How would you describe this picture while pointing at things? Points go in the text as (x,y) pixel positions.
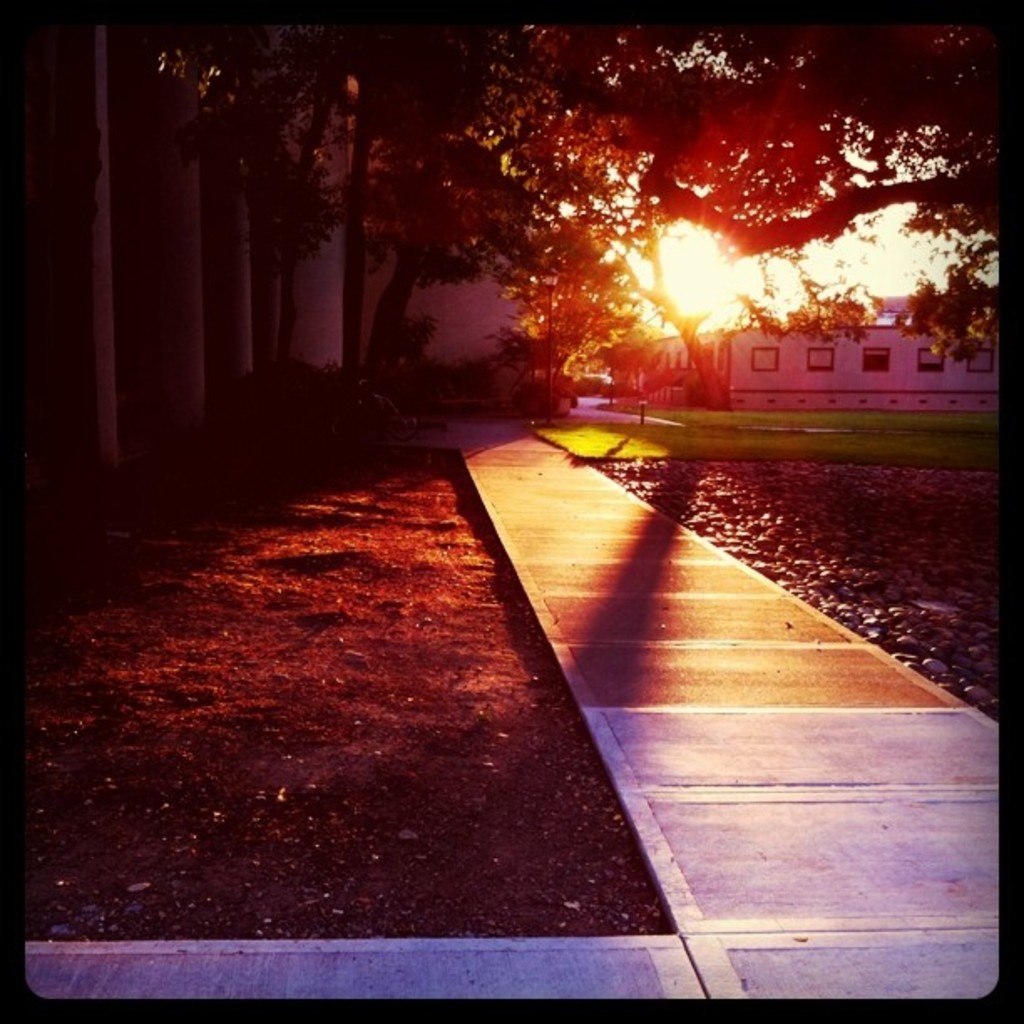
In this picture I can see in the middle (477,346) there are trees (727,388) and buildings (740,397), in the background (762,279) there is the sky (775,279). On the right side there are stones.
